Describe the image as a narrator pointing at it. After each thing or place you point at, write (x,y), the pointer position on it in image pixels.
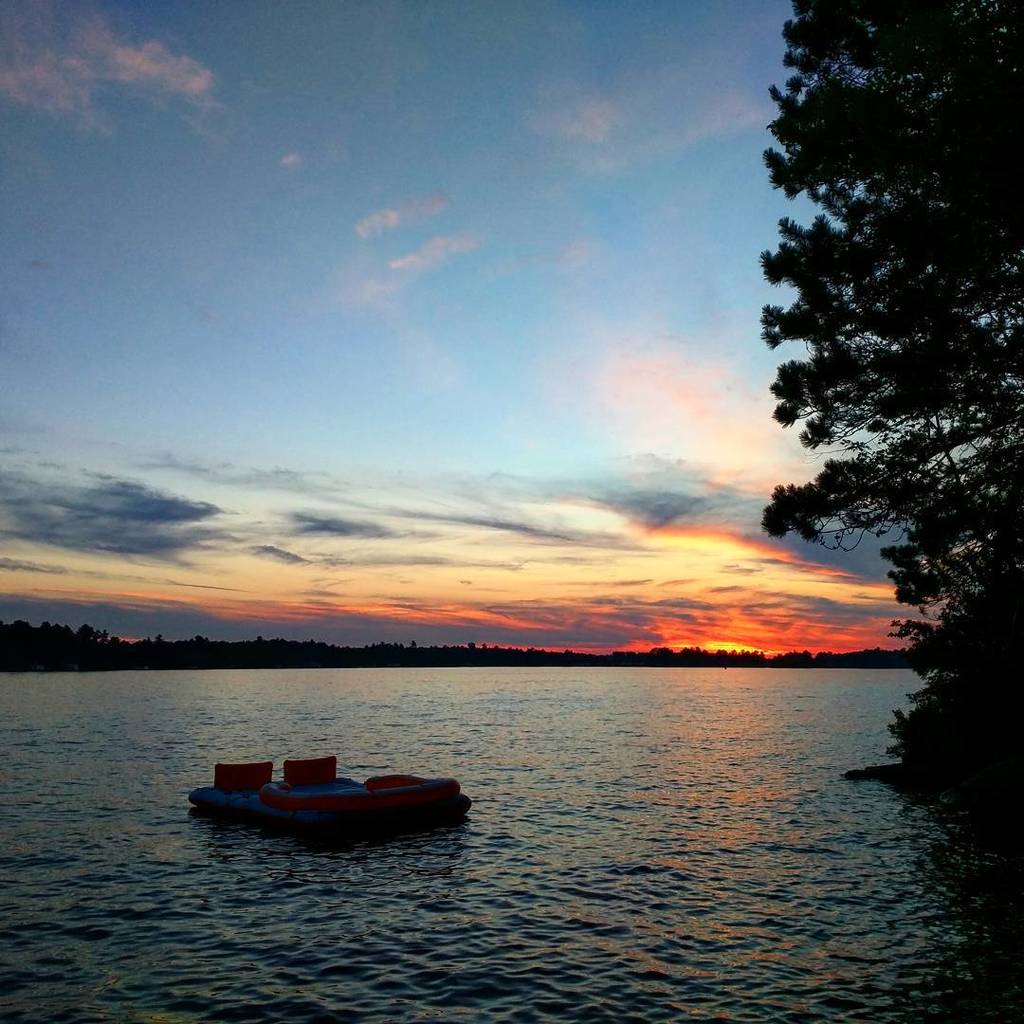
In this image we can see one lake (424,921), one small boat (287,808) on the lake (825,872), some trees (933,176), some bushes (922,670), some grass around the lake (983,836) and at the top (405,107) there is the reddish blue sky (620,537).
